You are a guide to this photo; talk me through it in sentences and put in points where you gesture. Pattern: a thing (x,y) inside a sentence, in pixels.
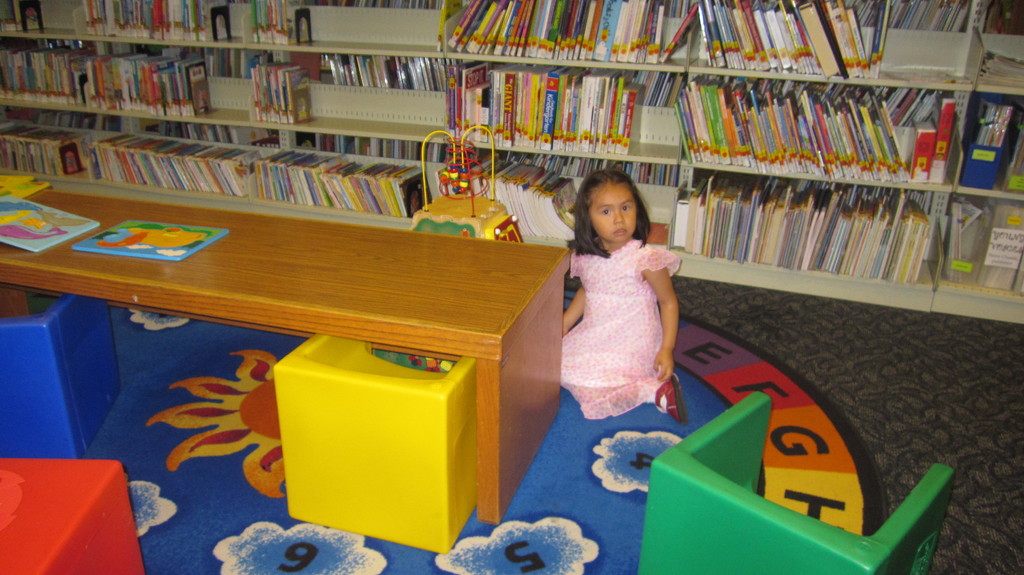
In the picture we can see a kid (629,336) wearing pink color dress (629,336) sitting on ground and there are some things (19,187) on table (391,281) and in the background (557,96) there are some books (649,96) arranged in shelves (445,100).
